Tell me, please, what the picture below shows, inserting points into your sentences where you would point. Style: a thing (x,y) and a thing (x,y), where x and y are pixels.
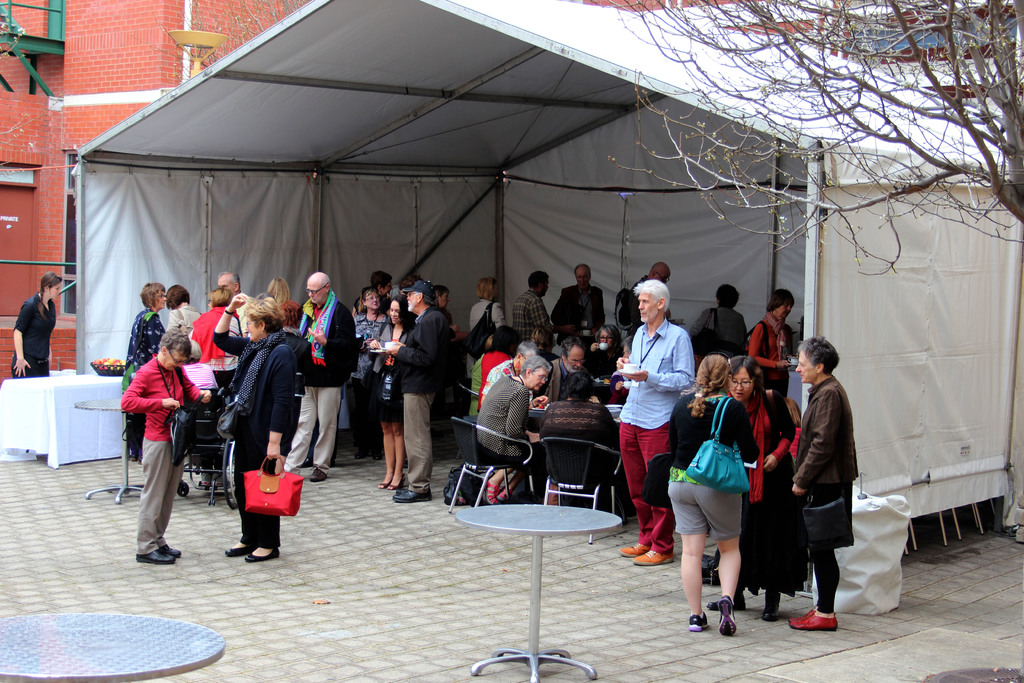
In the image we can see there are many people (401,327) wearing clothes (258,414). There are people (497,353) standing and some of them are sitting. This is a handbag (275,497), chair (573,467), table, footpath (378,596), building (170,47), tree branches (923,62) and a tent (951,316).
